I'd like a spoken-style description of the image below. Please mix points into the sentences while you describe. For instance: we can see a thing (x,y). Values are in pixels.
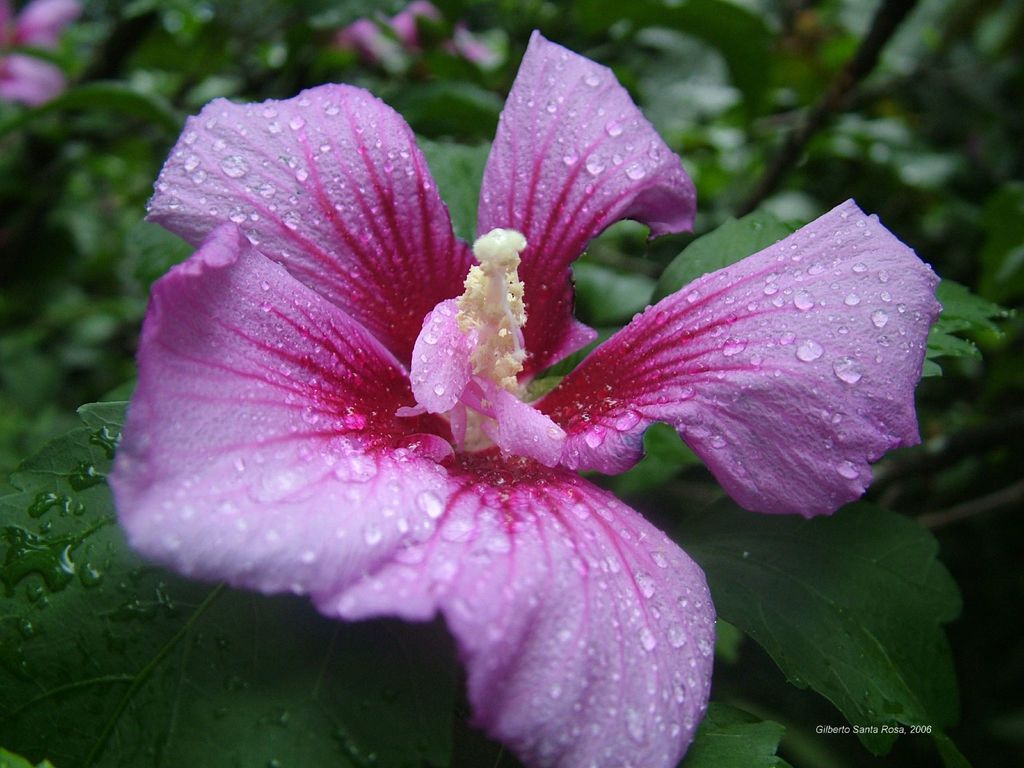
There are droplets (233,214) on a flower (331,310) in the foreground (364,308) and text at the bottom side (853,734), there are leaves (897,721) in the background (807,611).
